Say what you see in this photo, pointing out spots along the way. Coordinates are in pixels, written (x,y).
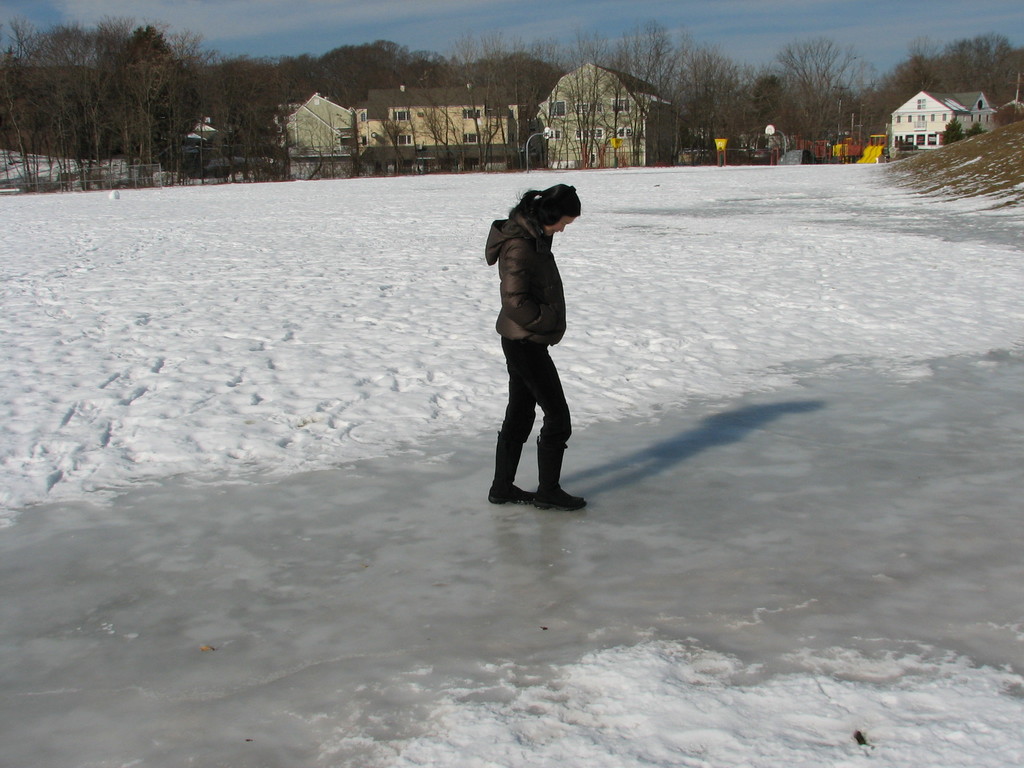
In the center of the image (545,371) there is a woman (526,401) standing on the snow (203,216). In the background (214,225) there is a snow (619,179), buildings (931,133), trees (688,133), vehicles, sky (743,45) and clouds (281,21).
